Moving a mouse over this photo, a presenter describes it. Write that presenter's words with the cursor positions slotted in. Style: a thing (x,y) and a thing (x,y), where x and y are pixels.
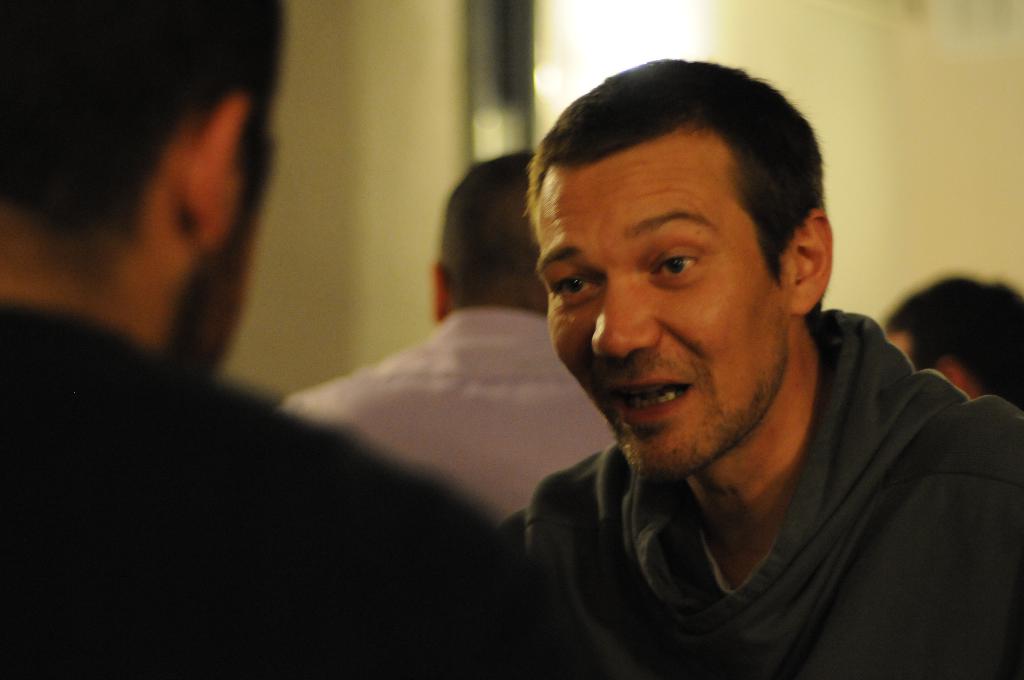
On the right (689,434) there is a person (696,381) talking. On the left (181,448) it is blurred. In the background (426,357) there are people (503,331) sitting and there is a wall (867,20).
